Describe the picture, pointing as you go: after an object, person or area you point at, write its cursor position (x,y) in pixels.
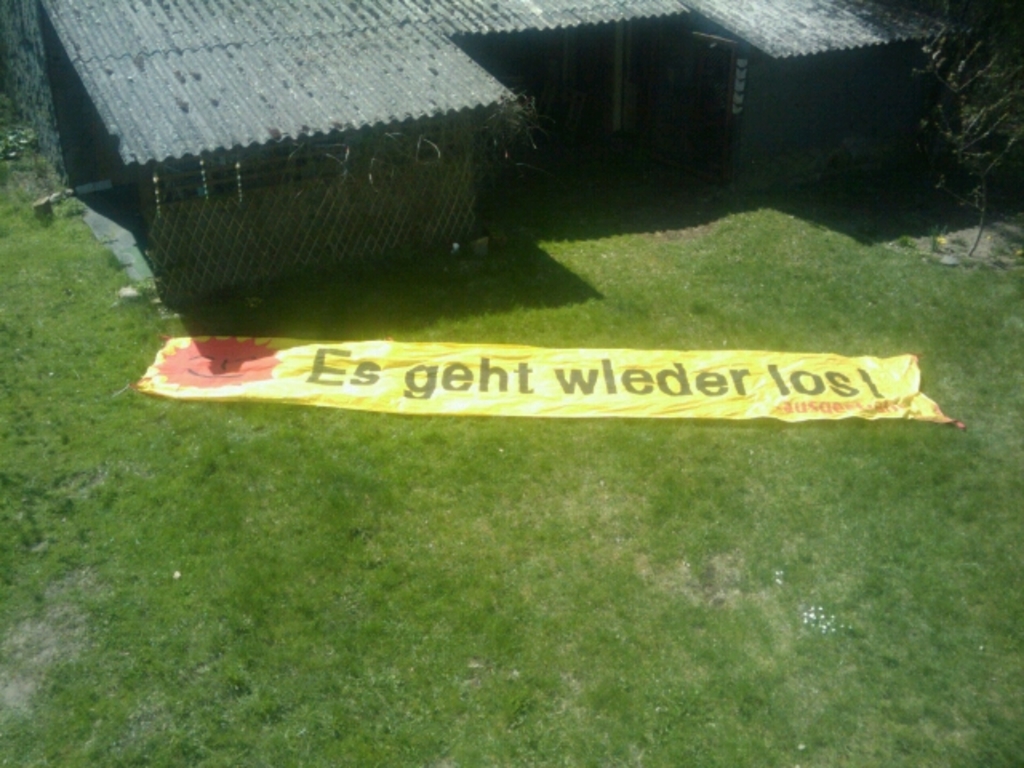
We can see banner (524,407) on the grass (334,483) and we can see shed (357,31) and plant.
